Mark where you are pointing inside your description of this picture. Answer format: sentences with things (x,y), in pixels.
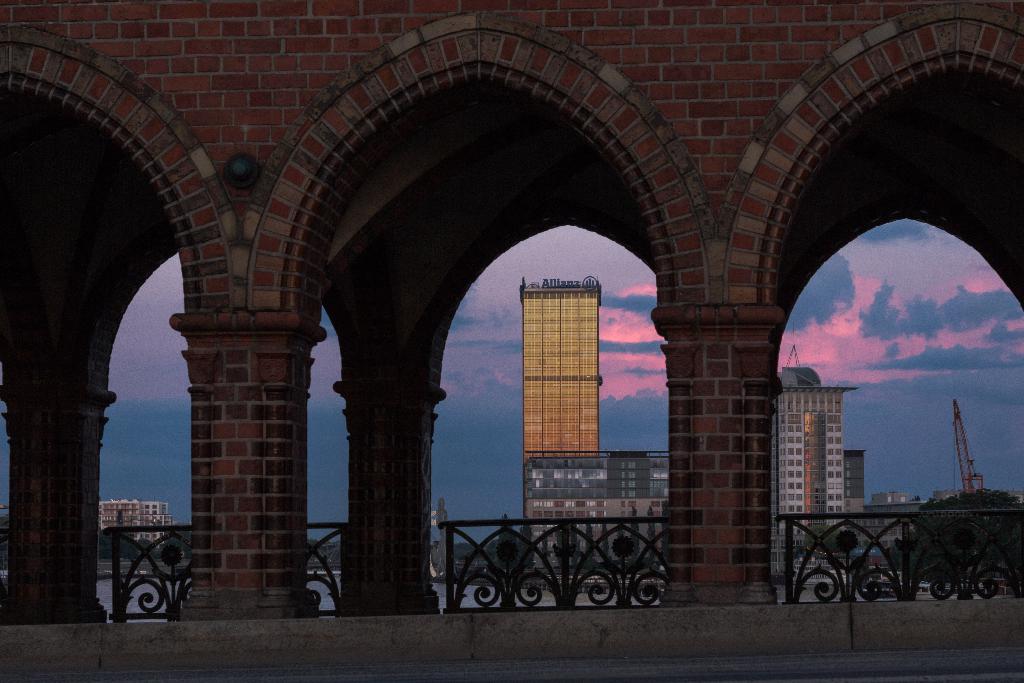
In this image I can see a wall (182,61), pillars (411,603), fence (627,519), buildings (631,488), water (445,588), and the sky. This image is taken may be on the road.
